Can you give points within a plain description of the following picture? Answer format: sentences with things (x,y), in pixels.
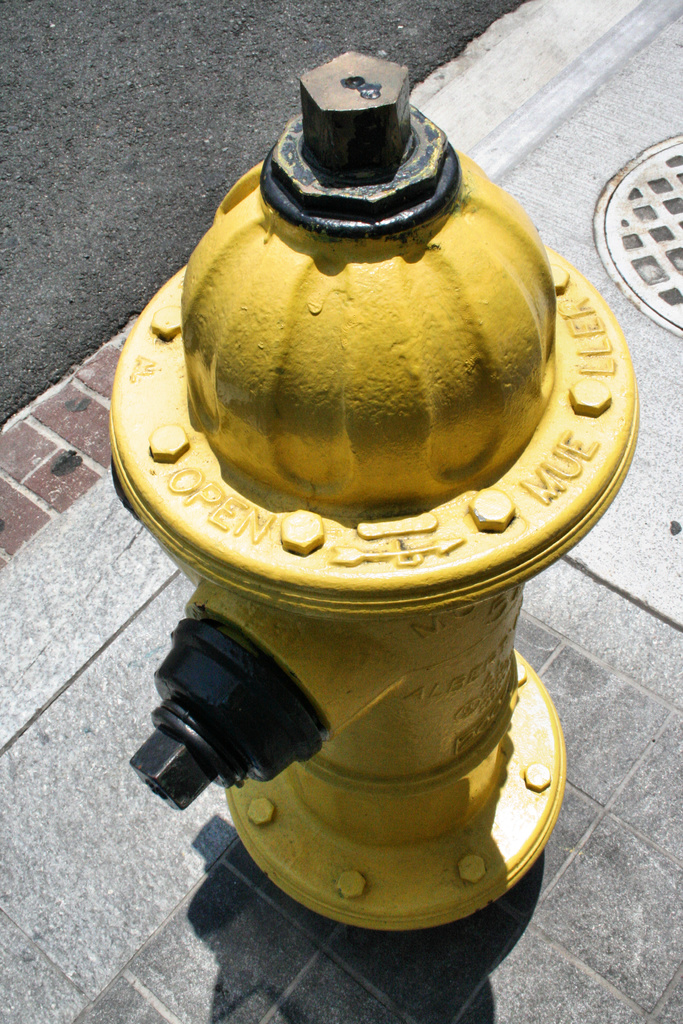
This image consists of a fire hydrant (311,655) in yellow color. At the bottom (159,964), there is a pavement (96,782). To the left (65,153), there is a road (107,131).
